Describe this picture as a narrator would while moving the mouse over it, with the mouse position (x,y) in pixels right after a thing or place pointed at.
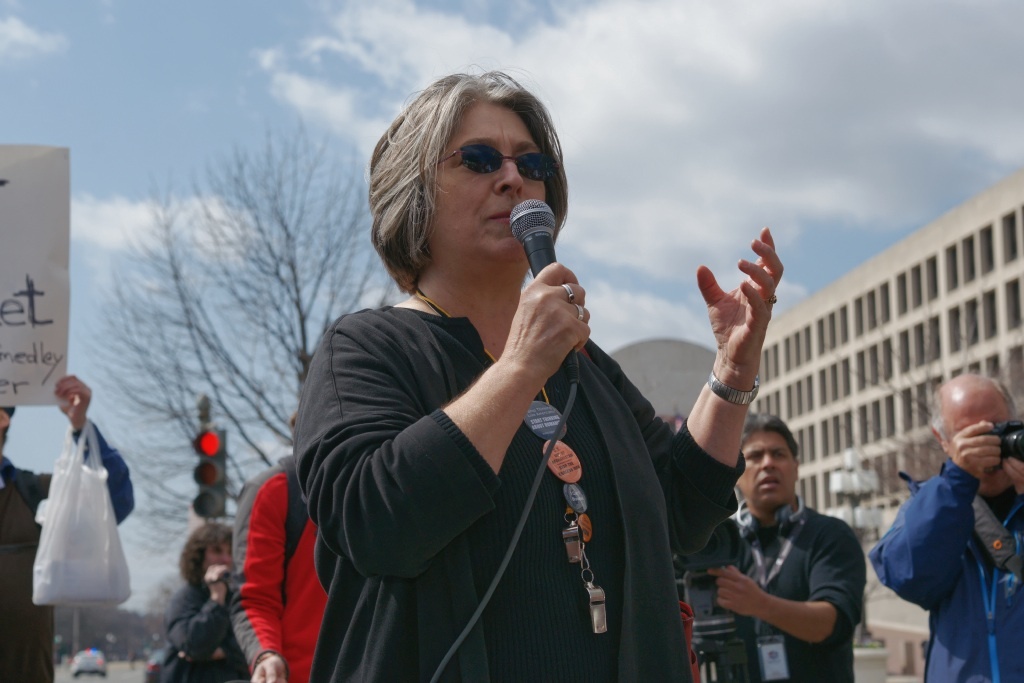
In the image there is a woman (493,216) holding a microphone (536,266) for talking, in background (19,601) there are group of people (761,528) standing on right side (957,493) there is a man (967,608) holding a camera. We can also see buildings (855,402) on left side (227,460) there is a traffic signal (222,448), trees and sky (190,137) is on top (188,153).
